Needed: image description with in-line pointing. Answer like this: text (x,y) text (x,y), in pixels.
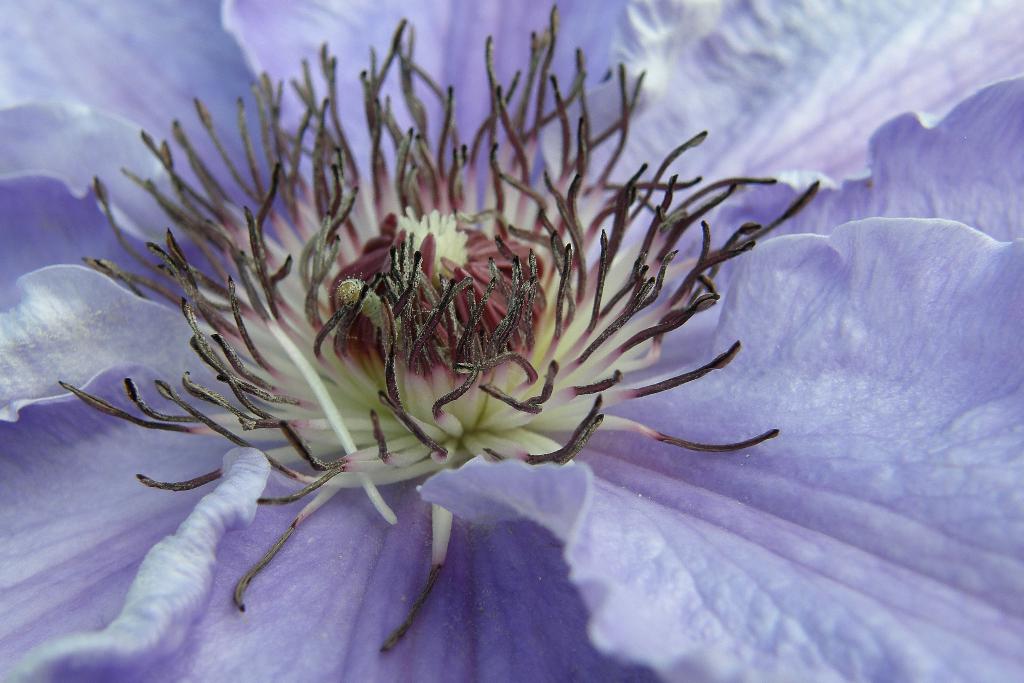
In this image, we can see a flower (664,40).
